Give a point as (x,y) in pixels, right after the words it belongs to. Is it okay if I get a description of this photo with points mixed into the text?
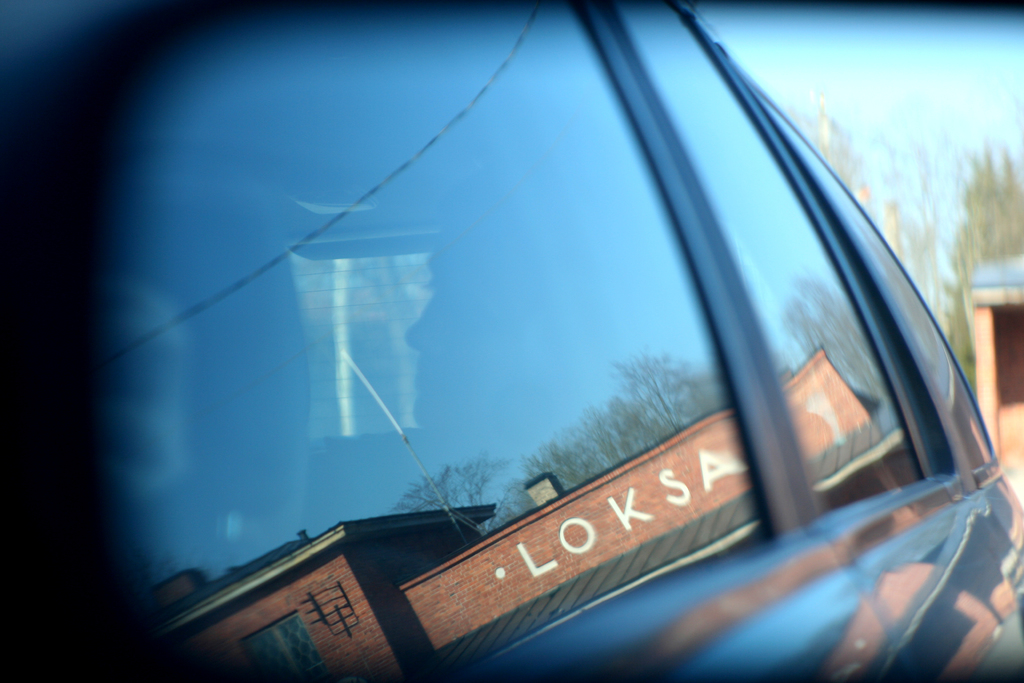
There is a person (456,300) inside a vehicle (502,390) in the center of the image (383,351) and a building (553,552) reflecting in the glass (391,503). There are trees (958,285), shed (999,310) and sky (902,140) in the background area (840,137).
